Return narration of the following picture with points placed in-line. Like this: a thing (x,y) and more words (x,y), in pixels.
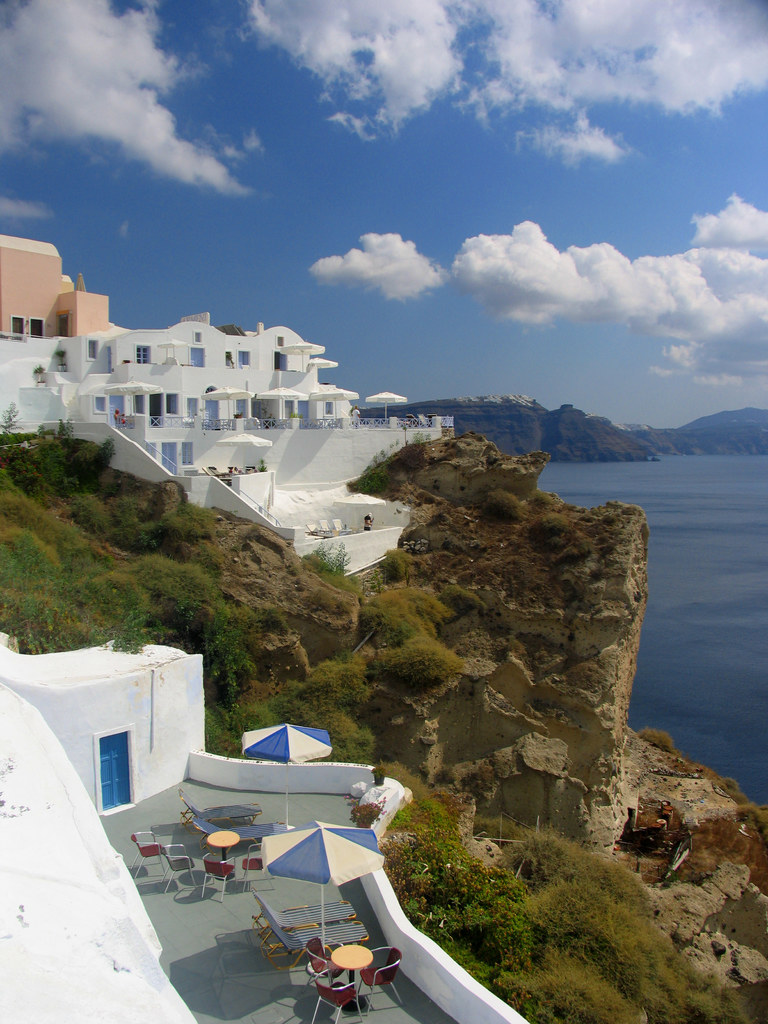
In the picture we can see a building (384,901) with terrace (248,805) on it we can see some chairs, tables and umbrellas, and a small house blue door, in the background (147,481) we can see some grass (580,903), plants (575,846) on the rock hills (541,776) and house buildings (15,377) which are white in color and we can also see a water (647,495), sky (106,273) and clouds (389,245).
